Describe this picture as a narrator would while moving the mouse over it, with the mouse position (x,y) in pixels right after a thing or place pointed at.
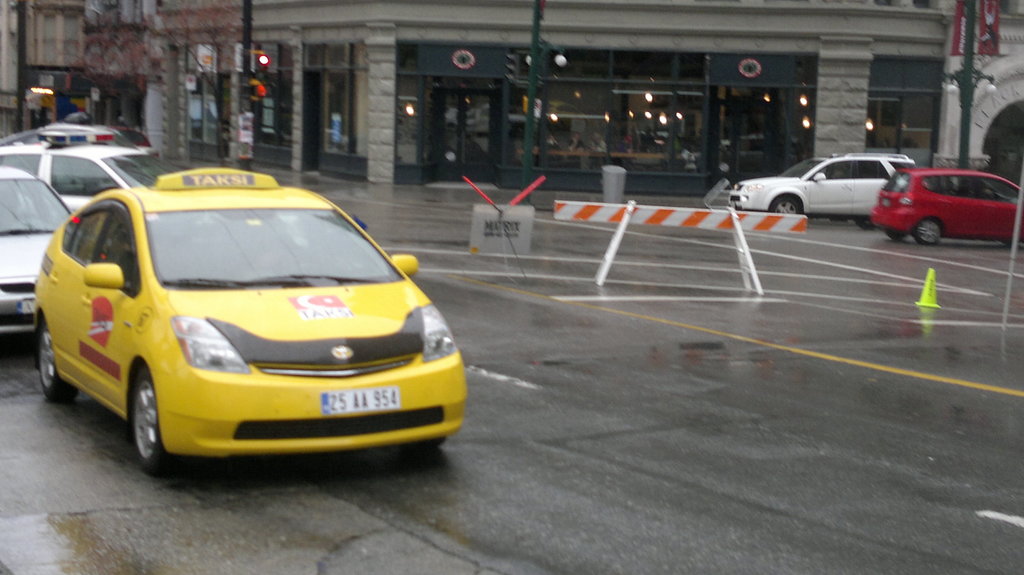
In this image there is water (581,414) on the road (484,316). Vehicles (68,314) are moving on. There are buildings (456,118) on the backside (573,118).
